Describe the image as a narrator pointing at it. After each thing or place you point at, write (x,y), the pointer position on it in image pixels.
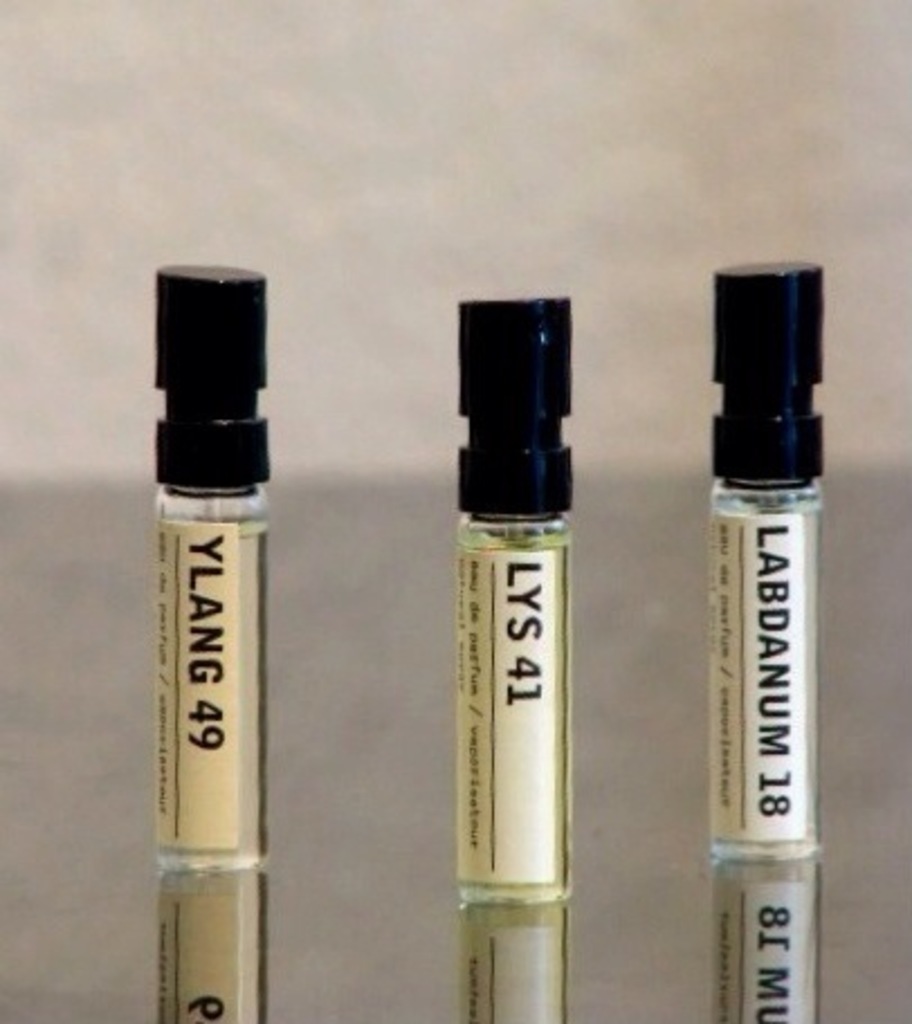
In the picture, there are three samples (528,691) of perfumes (546,662) kept in the small bottles (726,672).
